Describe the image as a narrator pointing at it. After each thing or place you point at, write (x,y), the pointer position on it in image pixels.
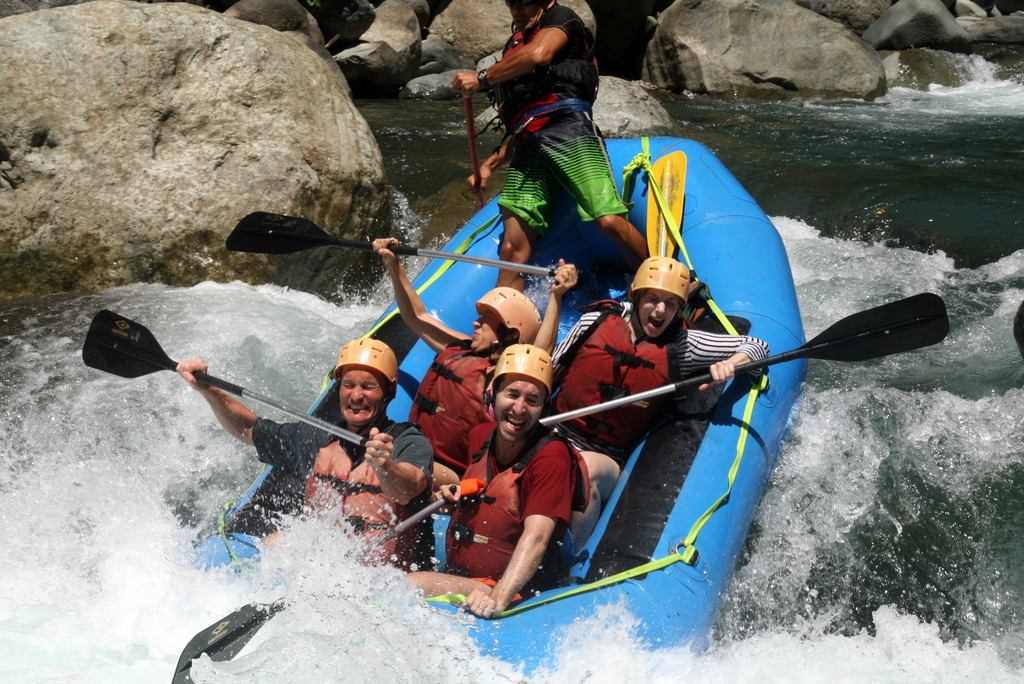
In this image there is water (838,265), there is a boat (698,239), there are persons (592,361) in the boat (560,327), there are persons (492,414) holding an object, a person (527,189) is truncated towards the top of the image (545,61), there are rocks (890,46) truncated towards the top of the image (25,76), there is rock (92,92) truncated towards the left of the image (54,129).
